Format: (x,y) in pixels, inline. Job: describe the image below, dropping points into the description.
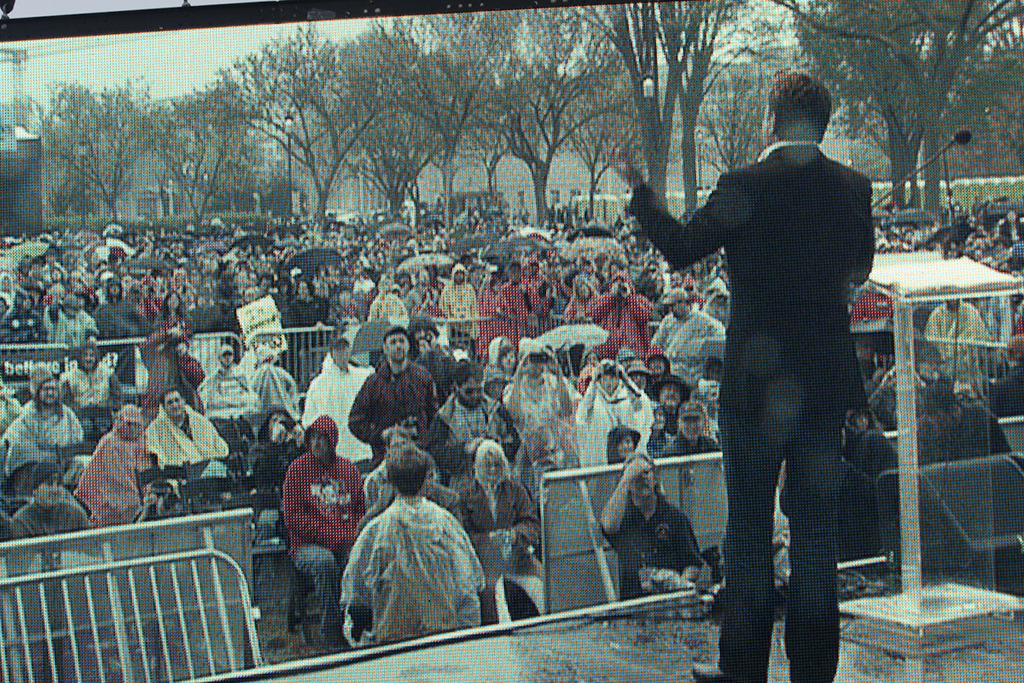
In this image in the center (664,275) there is a television (602,568) and in the television (338,479) i can see some persons (614,349) standing, and some of them are sitting and holding umbrellas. In the foreground (763,547) there is one person (754,338) who is standing, and it seems that he is talking. Beside him there is podium (974,337) and mike (918,166), and at the bottom (225,532) there is a railing (114,589). In the background (278,54) there are some trees (458,101) and buildings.
